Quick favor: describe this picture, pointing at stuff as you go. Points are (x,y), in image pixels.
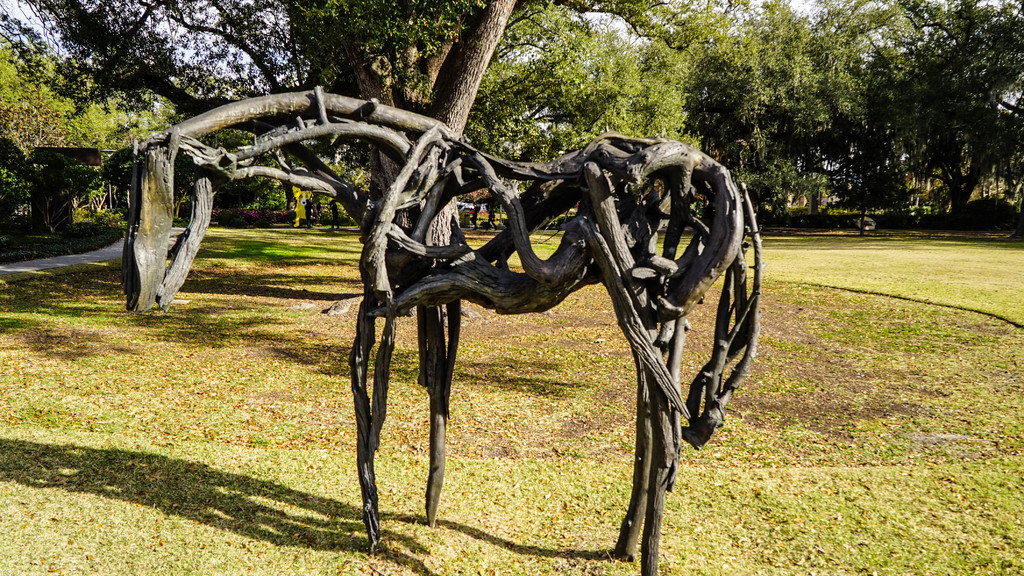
In this image I can see a statue (423,243) of an animal (165,197) which is made up of sticks (656,338). I can see the grass (156,481) on the ground (188,355). In the background (776,85) there are many trees (540,71). On the left side (46,268) there is a road (68,261).
